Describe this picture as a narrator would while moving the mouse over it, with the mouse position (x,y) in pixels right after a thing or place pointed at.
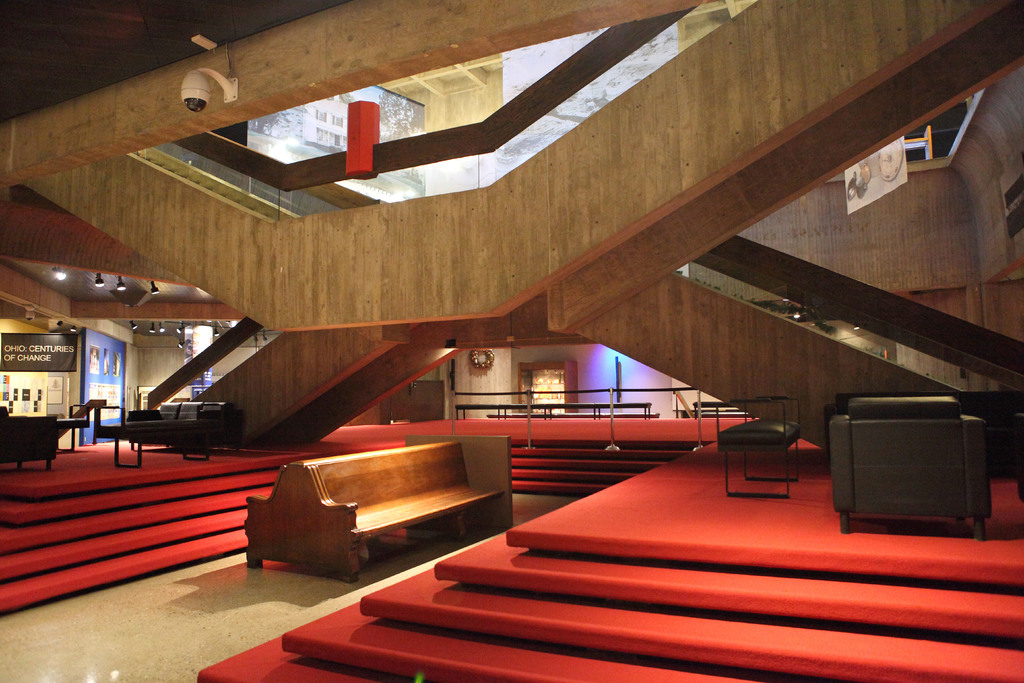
Here we can see the interior of a building (792,446) and in the center (476,454) we can see a bench (442,481) placed to sit, there are couple of chairs (845,430) here and there, there is a camera (203,80) present here the steps (222,509) also designed in a very well mannered way.
